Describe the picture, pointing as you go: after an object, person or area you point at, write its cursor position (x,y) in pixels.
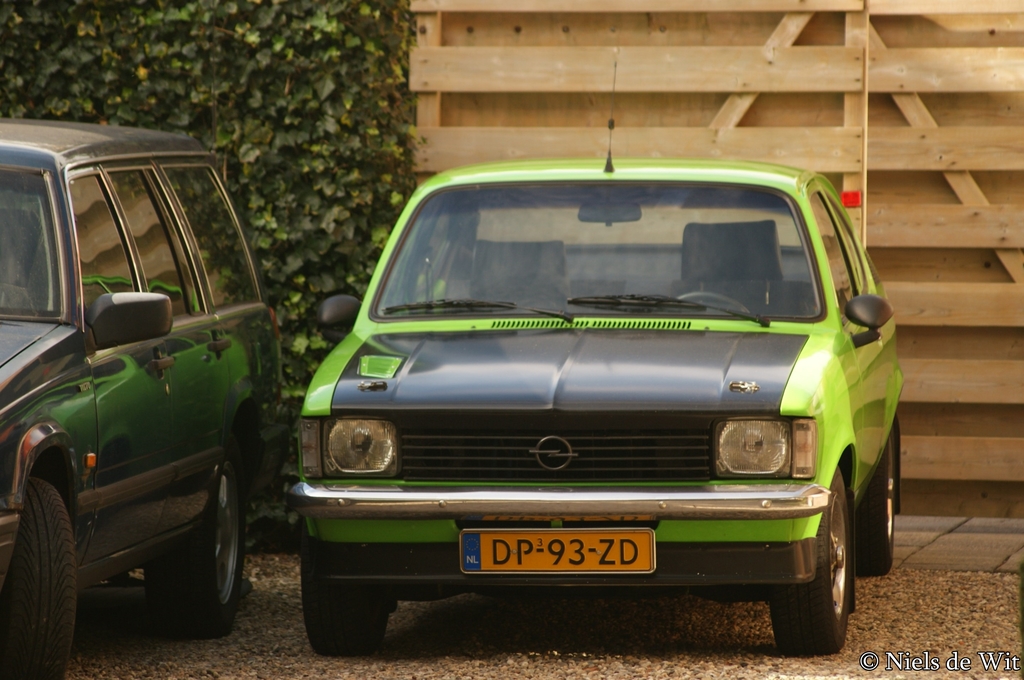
In this picture we can see two cars (497,401), on the left side (251,35) there is a tree (204,31), on the right side (833,64) we can see wood (780,45), at the right bottom (965,665) there is some text (978,666).
